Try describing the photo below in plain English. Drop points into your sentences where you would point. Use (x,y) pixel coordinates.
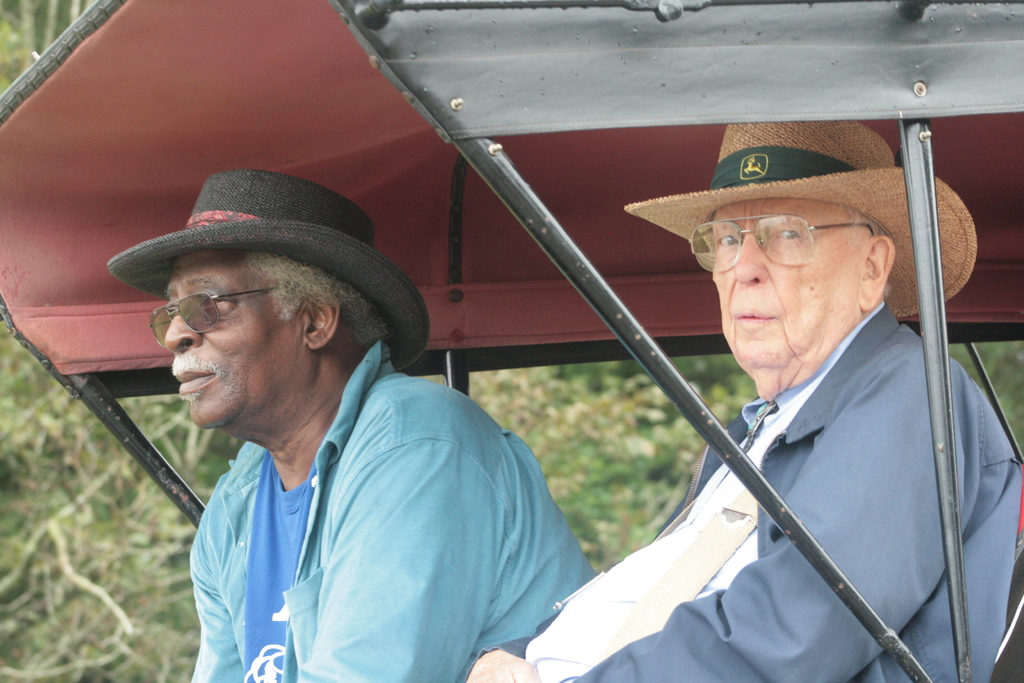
In this image we can these two persons (360,415) wearing spectacles (186,301) and hats (806,161) are sitting in the cart (124,443). The background of the image (119,466) is slightly blurred, where we can see green trees (120,545).
